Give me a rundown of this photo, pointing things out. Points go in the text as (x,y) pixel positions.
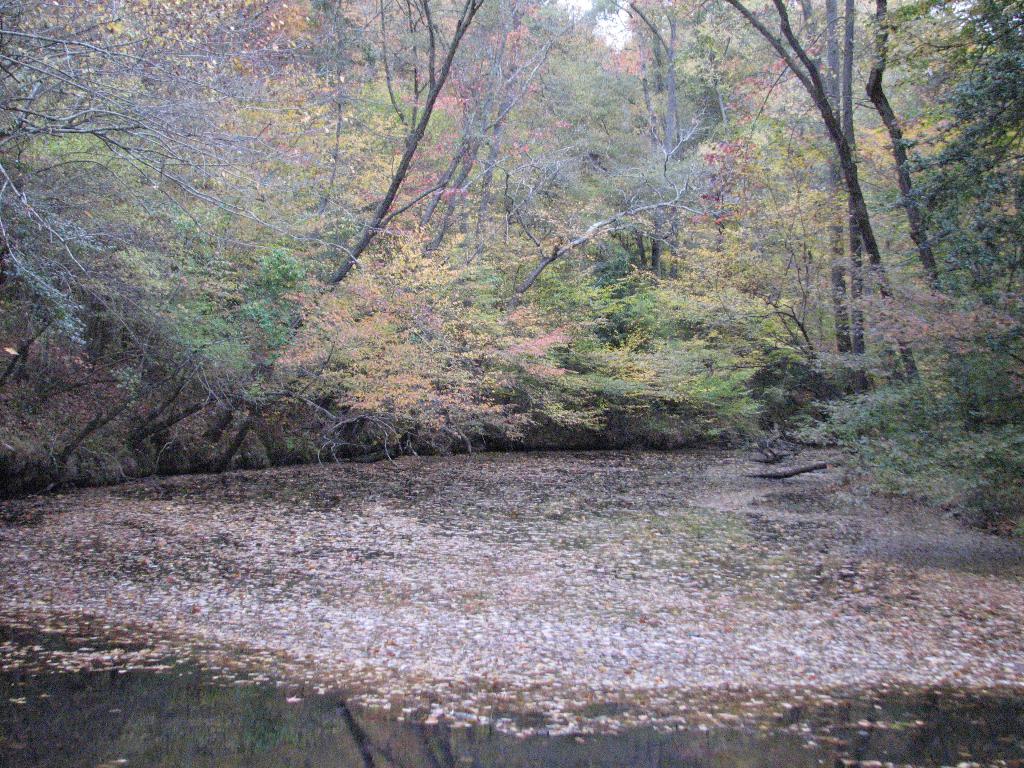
In the image we can see the water (285,700) and on the water (398,610), there are dry leaves (496,599) floating and we can see the trees (567,300).
